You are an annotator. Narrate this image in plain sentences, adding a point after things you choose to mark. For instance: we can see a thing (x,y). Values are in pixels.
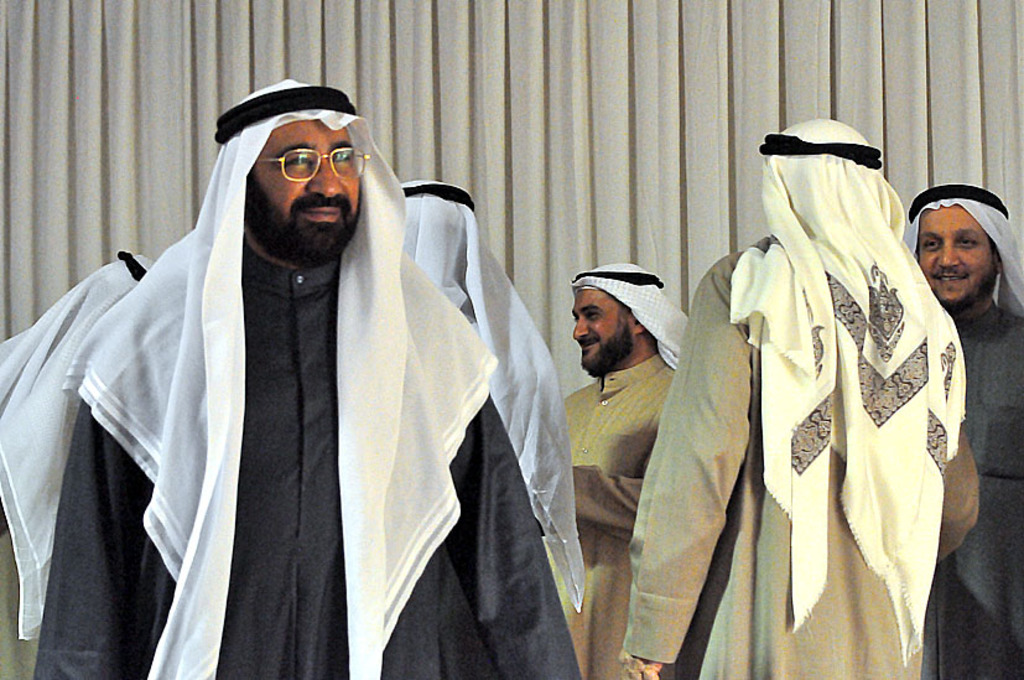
In this picture there are group of people (198,383) standing and smiling. At the back (462,92) there is a cream color curtain (571,133).
